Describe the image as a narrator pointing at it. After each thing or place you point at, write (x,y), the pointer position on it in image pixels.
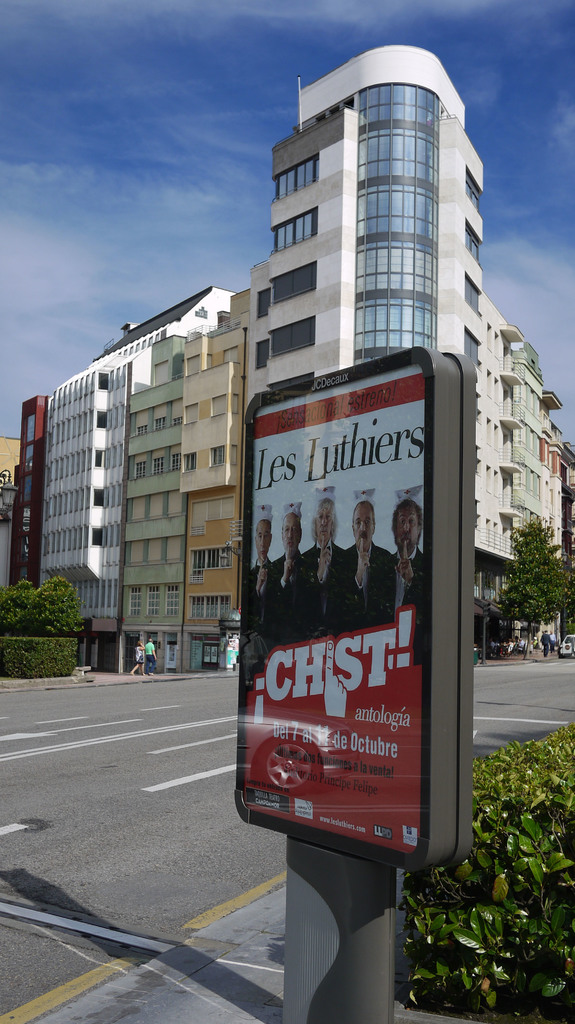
In this image we can see the buildings (496,428), trees (513,564), plants (567,777) and also the hoarding board (401,595). We can also see the people (545,636) walking on the path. At the top (169,74) we can see the sky (140,147) with the clouds (560,325). We can also see the road (229,791).
